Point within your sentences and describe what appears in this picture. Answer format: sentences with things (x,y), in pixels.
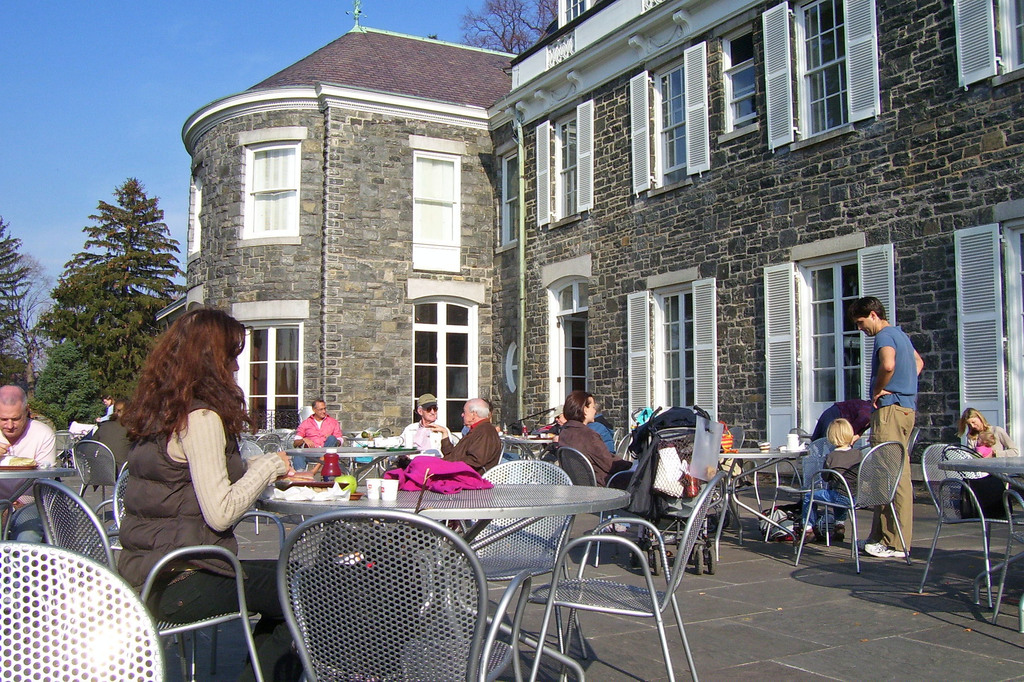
In this image we can see a woman (280,664) sitting on a chair (247,635) and she is on the left side (276,474). Here we can see two persons (482,461) sitting on a chair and having a conversation. There is a person (883,547) standing on the right side (876,510). In the background (276,203) we can see a house (598,268), trees (88,298) and a clear sky (148,81). Here we can see window (667,178).
